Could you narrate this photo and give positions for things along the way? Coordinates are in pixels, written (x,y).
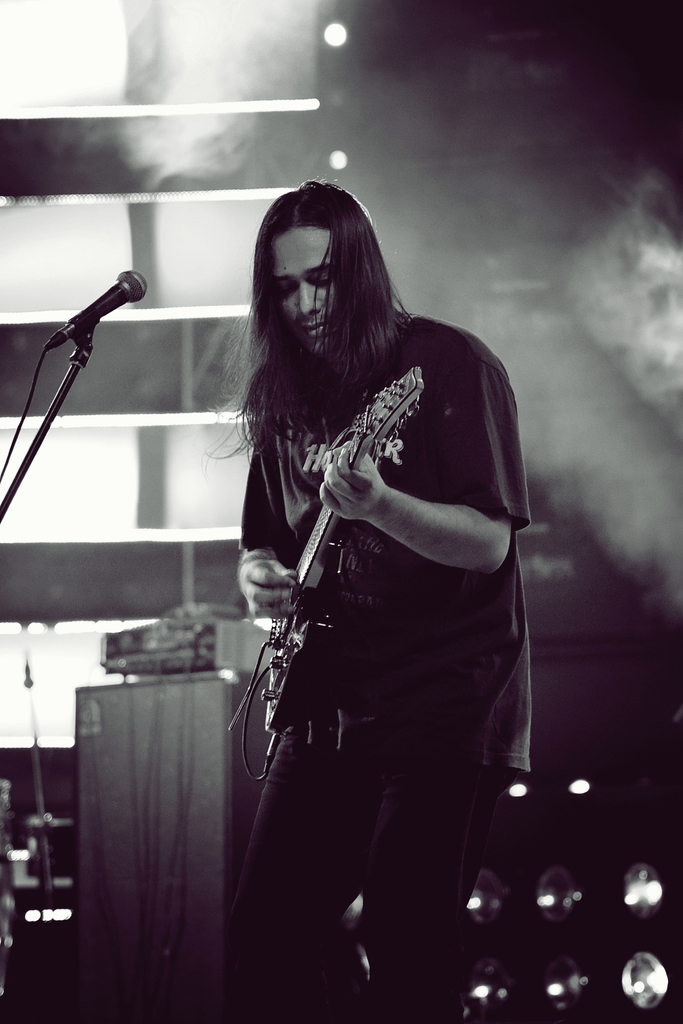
In the image we can see there is a person (339,472) who is standing and holding guitar (386,408) in his hand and in front of him there is a mic (125,292) with a stand (42,433) and the image is in black and white colour.
